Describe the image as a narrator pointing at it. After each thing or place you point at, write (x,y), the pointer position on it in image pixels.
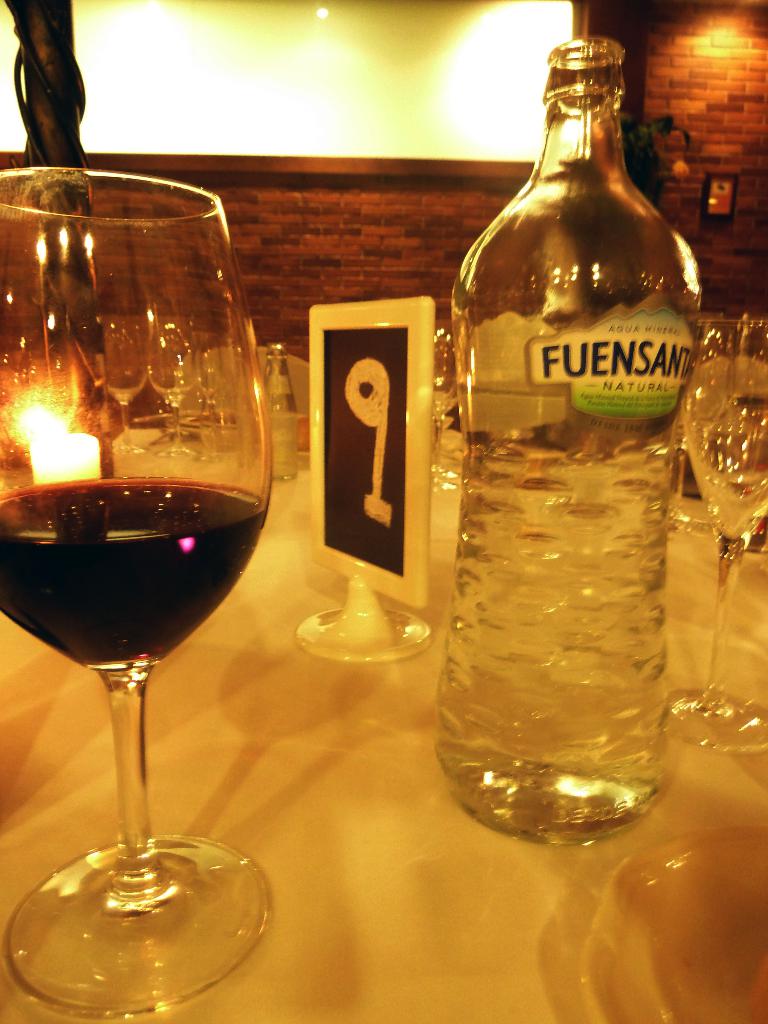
In the center (352,673) we can see table (330,868), on table (52,692) there is a wine glass (192,401), water bottles (551,477) etc. And back we can see board (336,94), brick wall (328,220), light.
